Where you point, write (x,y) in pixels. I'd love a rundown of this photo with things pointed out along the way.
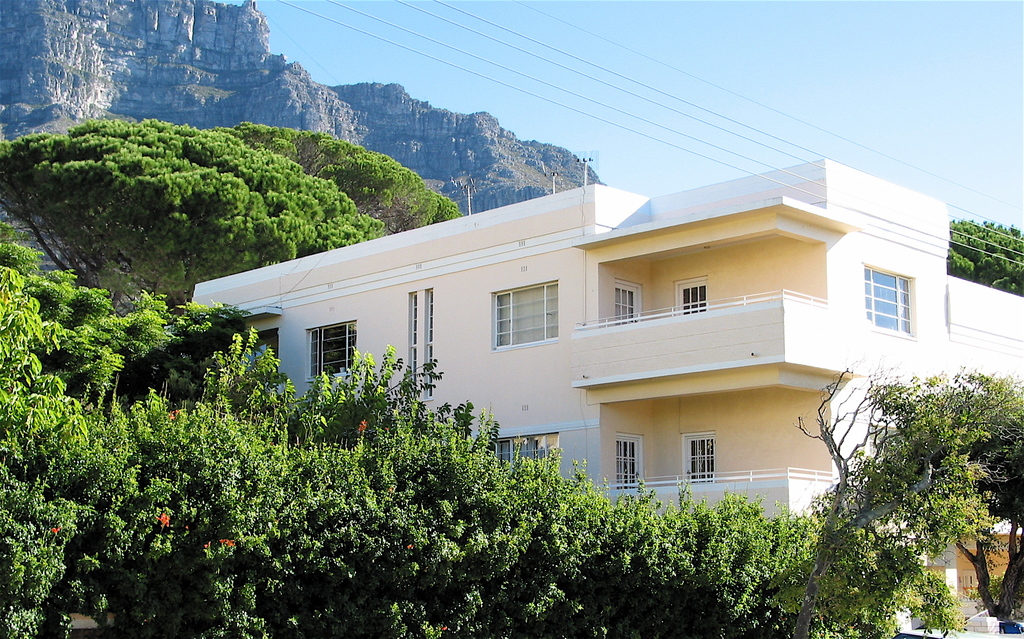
In this image I can see many plants (215,390) and trees (190,205). To the side I can see the building (699,271) with windows (510,293). I can see an orange color flowers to the plants (251,501). In the background (448,147) there are mountains (459,154) and the sky (663,84).
